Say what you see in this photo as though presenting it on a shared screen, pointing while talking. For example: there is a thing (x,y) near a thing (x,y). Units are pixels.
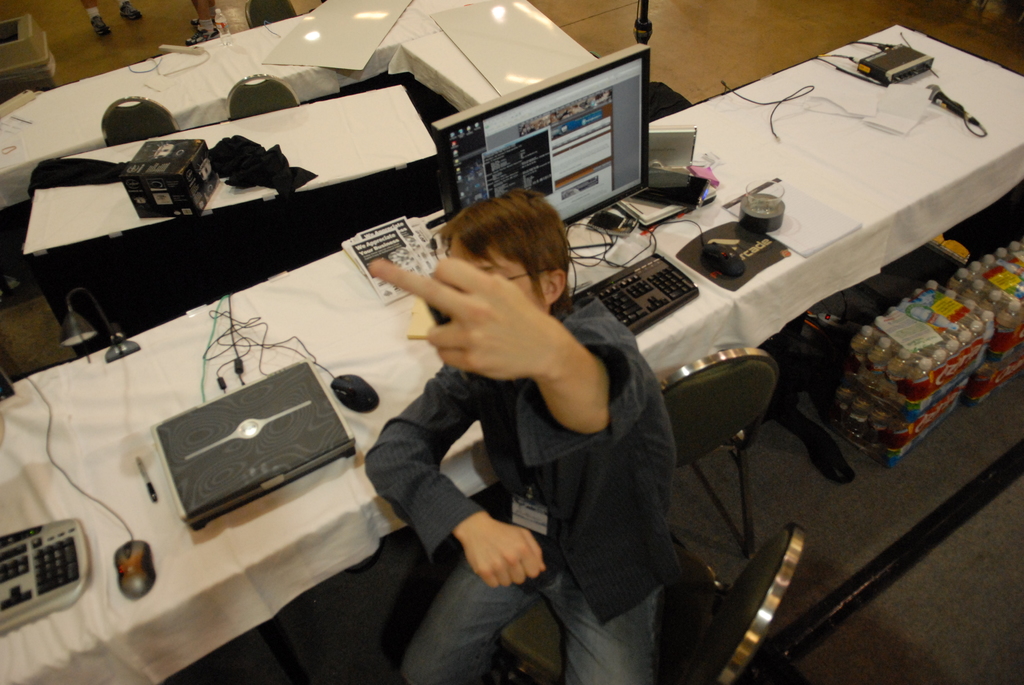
In this image we can see a person (506,559) sitting on the chair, desktops (494,182), mouse pads (765,252), cables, books (403,235), pens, cardboard cartons (183,176) and disposable bottles (915,398) packed in the covers (912,344).
